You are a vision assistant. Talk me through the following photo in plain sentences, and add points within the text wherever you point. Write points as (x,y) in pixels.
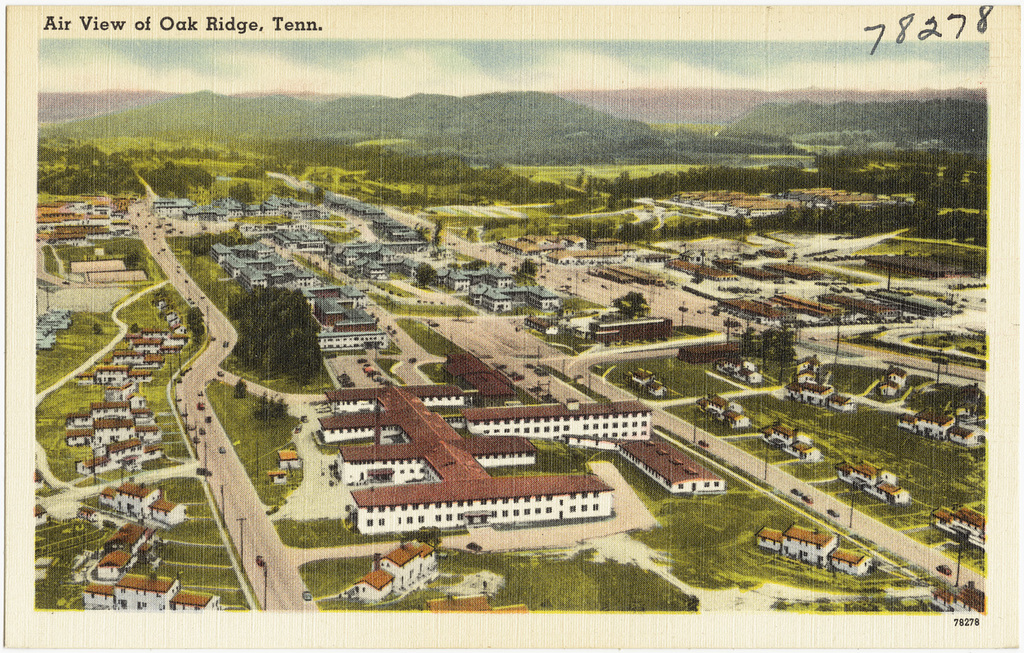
This is an animated picture. In the picture we can see the aerial view of a city (99,221). In the foreground of the picture (548,418) there are buildings (150,428), trees (194,314), roads (202,466), vehicle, street lights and many other objects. In the background (789,72) there are trees (248,153), hills (514,106) and sky (156,71). At the top (121,28) there is text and numbers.
